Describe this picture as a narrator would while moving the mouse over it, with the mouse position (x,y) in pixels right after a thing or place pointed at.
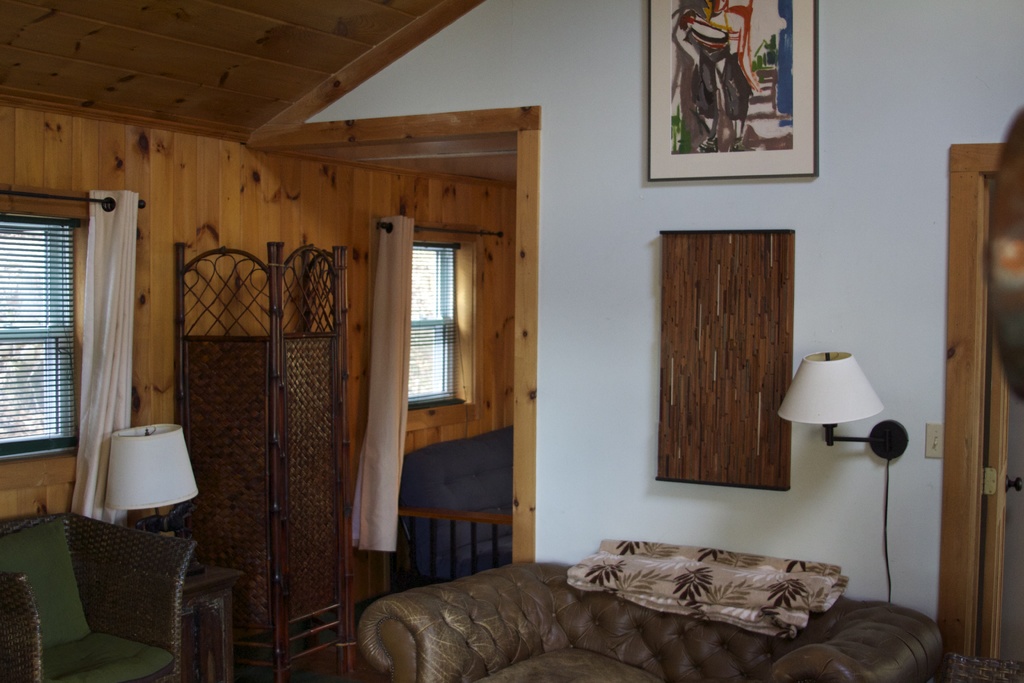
In this image we can see an inside of a building (134,424). On the walls (140,356) we can see windows (434,347), curtains (381,294), photo frame (795,168), wooden object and a lamp (841,375). At the bottom (33,567) we can see couches (495,628) and a lamp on a table (207,617). Beside the table (186,580), we can see a wooden object (251,385). On the right side (994,375), we can see a door (999,478).
